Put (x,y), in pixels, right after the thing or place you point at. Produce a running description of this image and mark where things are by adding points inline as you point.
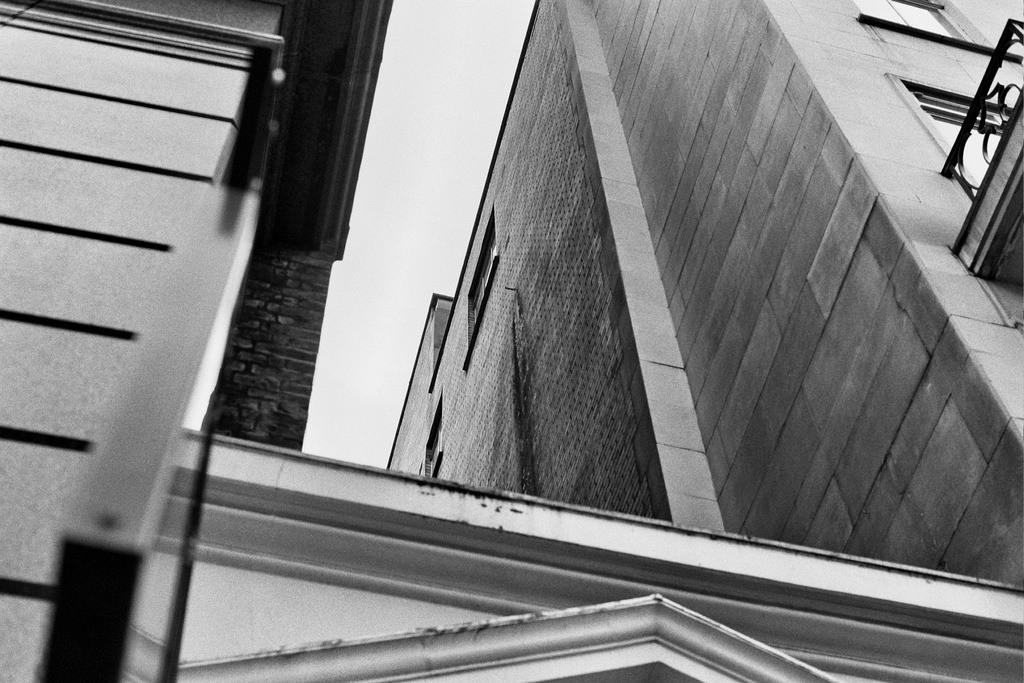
In this picture we can see a building (636,409), on the right side (965,184) there is a railing (959,161), we can see wall (177,339) on the left side (72,336), there is sky (413,232) at the top of the picture (431,139).
